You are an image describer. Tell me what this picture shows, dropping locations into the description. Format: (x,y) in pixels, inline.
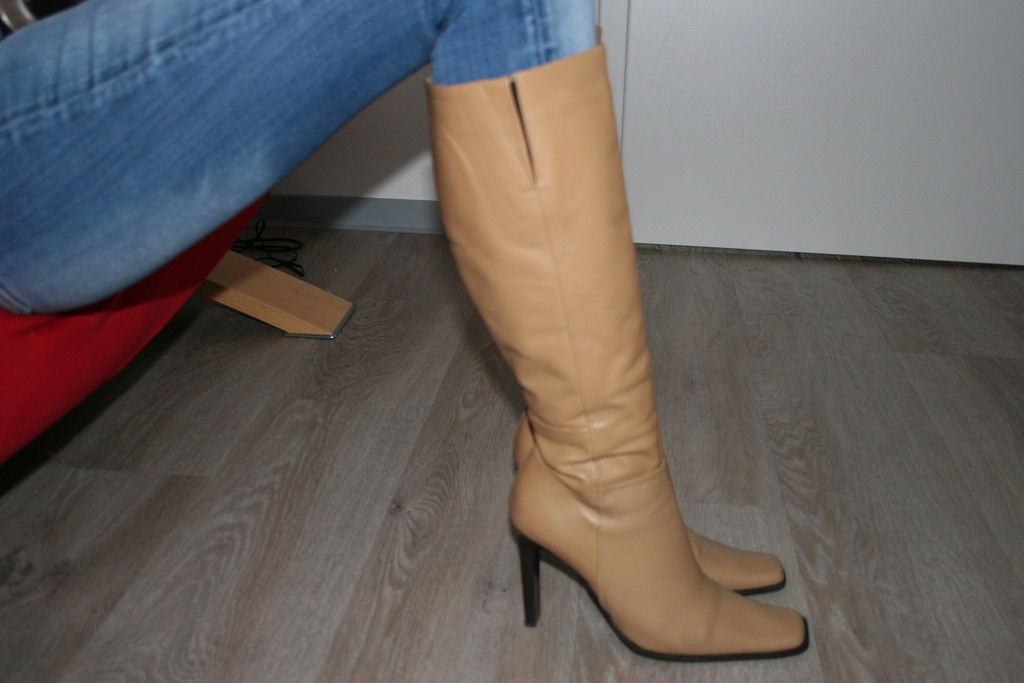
In this image we can see a person legs (482,164) with boots (512,317) and there is a red color object (160,304) looks like a chair (61,365) and there is a wooden floor (782,348) and white color wall (747,136) in the background (812,97).
